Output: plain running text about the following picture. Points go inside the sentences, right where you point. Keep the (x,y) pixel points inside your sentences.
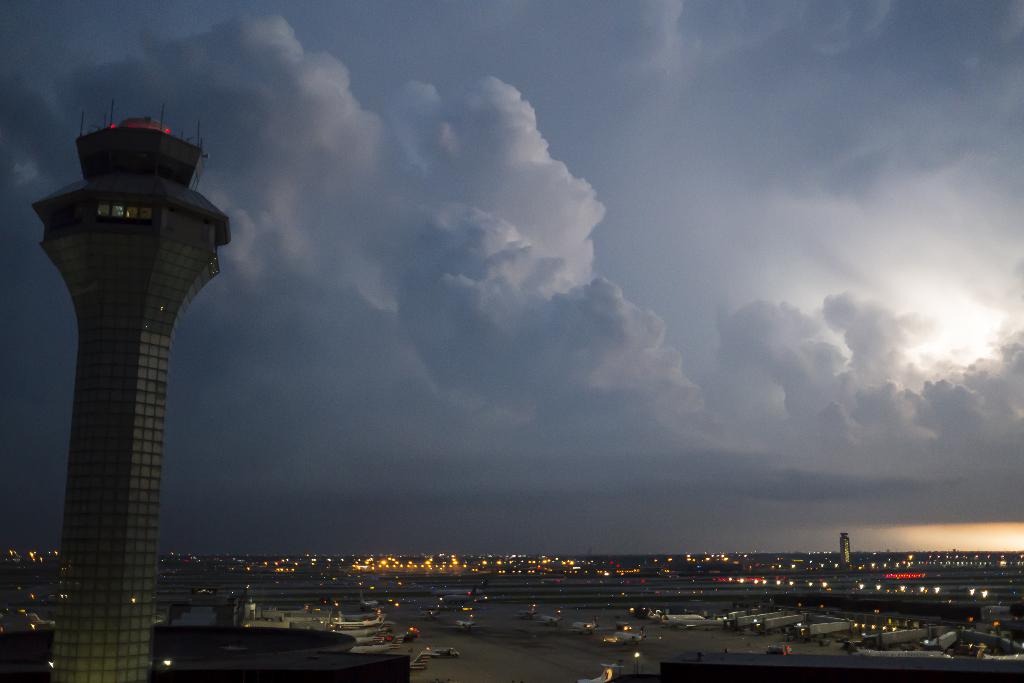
In this image I can see few towers (154,467), lights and few aircraft (556,618) on the ground (494,645). The sky (609,344) is in blue and white color.
